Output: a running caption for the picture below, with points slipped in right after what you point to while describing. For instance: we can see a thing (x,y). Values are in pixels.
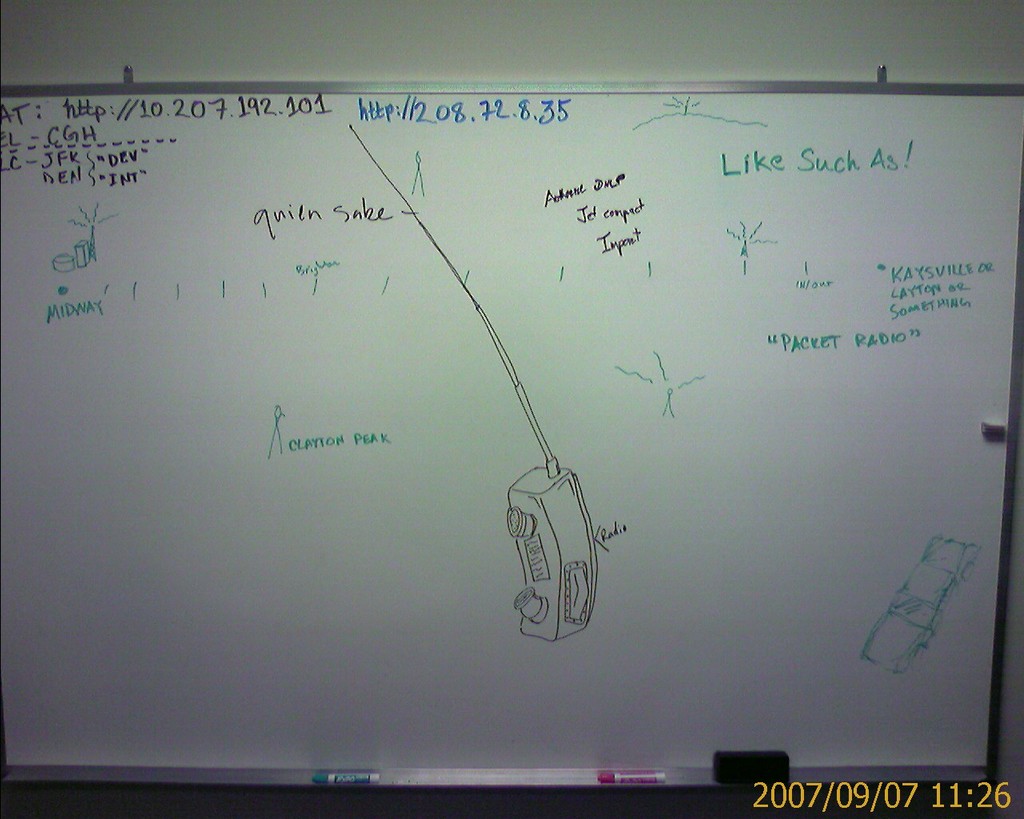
In this image we can see a board (402,344) on a wall (429,812) with some text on it. We can also see the markers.
